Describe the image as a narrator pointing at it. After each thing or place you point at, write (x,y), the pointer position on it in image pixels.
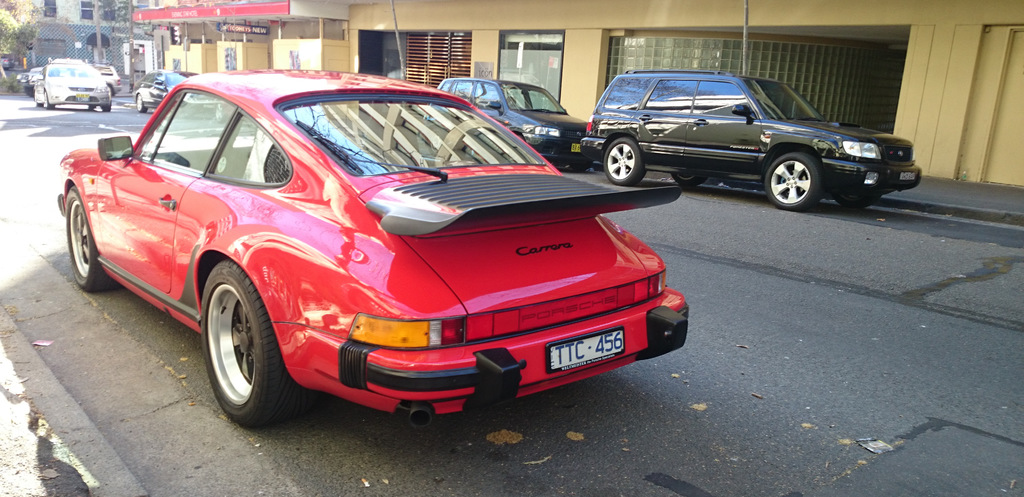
There are cars (412,114) in the foreground area of the image (489,98), there are buildings (278,34), posters (253,32), trees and vehicles (109,67) in the background area (476,71).
